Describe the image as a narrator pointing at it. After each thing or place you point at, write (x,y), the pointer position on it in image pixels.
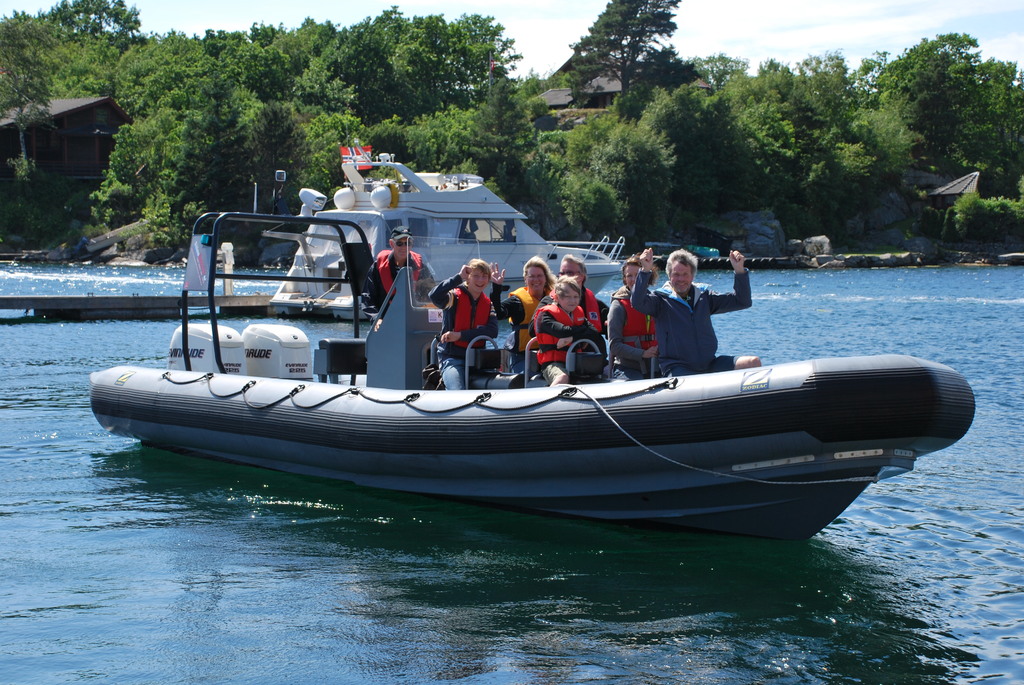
In the center of the image (392,434) we can see a boat (472,416) on the water (521,535) and there are people (516,295). In the boat (491,401) in the background (59,87) there are trees (576,180) and sheds (71,156). At the top (197,24) there is sky (537,31).
